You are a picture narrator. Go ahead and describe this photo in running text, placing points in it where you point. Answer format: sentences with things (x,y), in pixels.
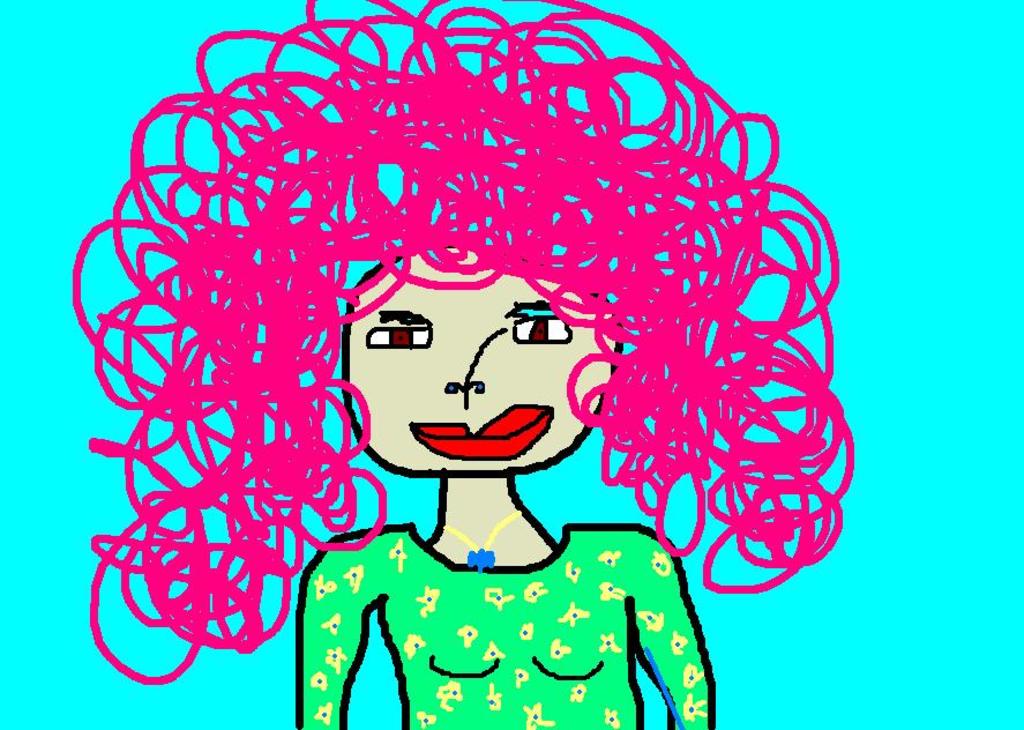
This image consists of an art of a woman (518,442). The background (80,88) is blue in color.
